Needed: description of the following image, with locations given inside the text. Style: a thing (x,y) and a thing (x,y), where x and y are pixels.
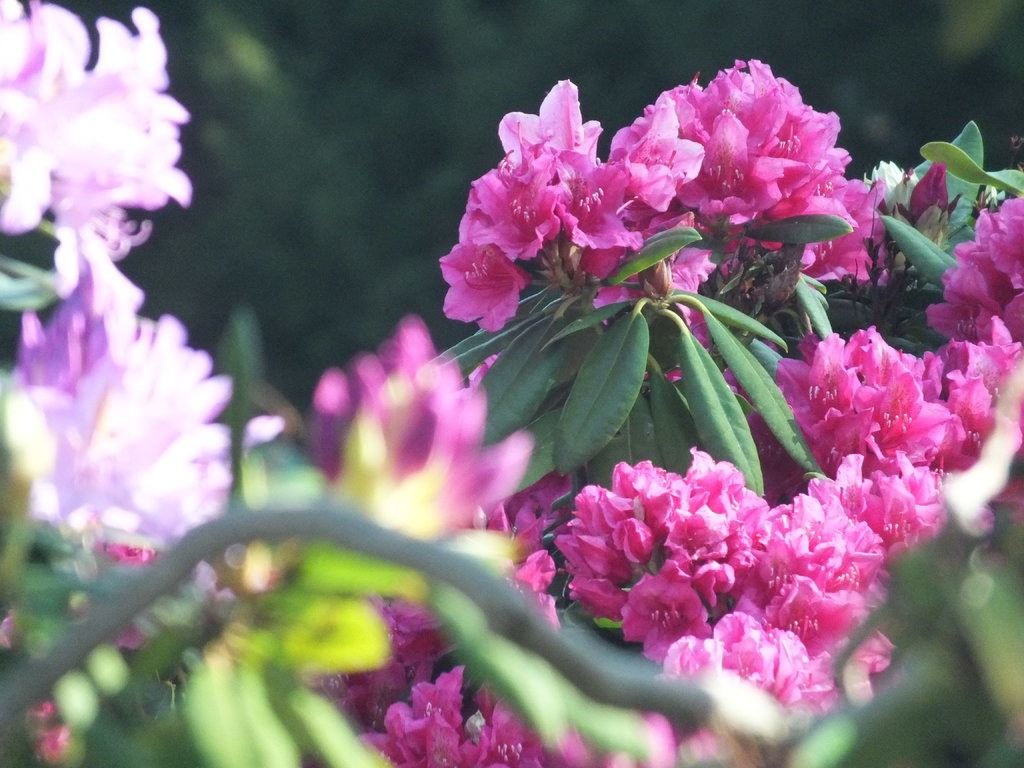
In this image in the middle (423,449) there are plants (482,497), flowers (659,547) and leaves (617,449).
